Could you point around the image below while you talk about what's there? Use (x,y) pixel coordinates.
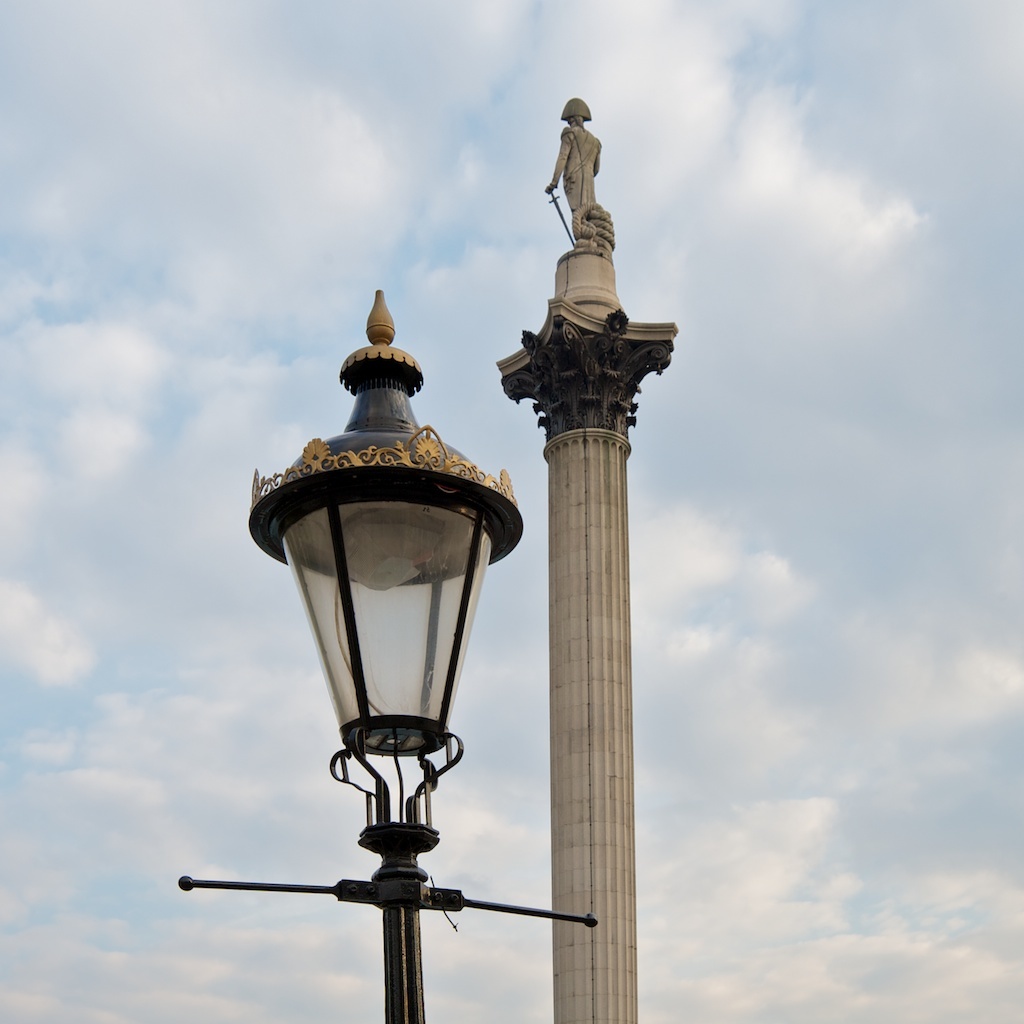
In this image we can see a pillar (598,424). On the pillar (605,788) we can see a sculpture (567,156). Beside the pillar (529,372) we can see a light (361,506) with a stand (417,898). Behind the pillar (513,373) we can see the sky (286,454).
